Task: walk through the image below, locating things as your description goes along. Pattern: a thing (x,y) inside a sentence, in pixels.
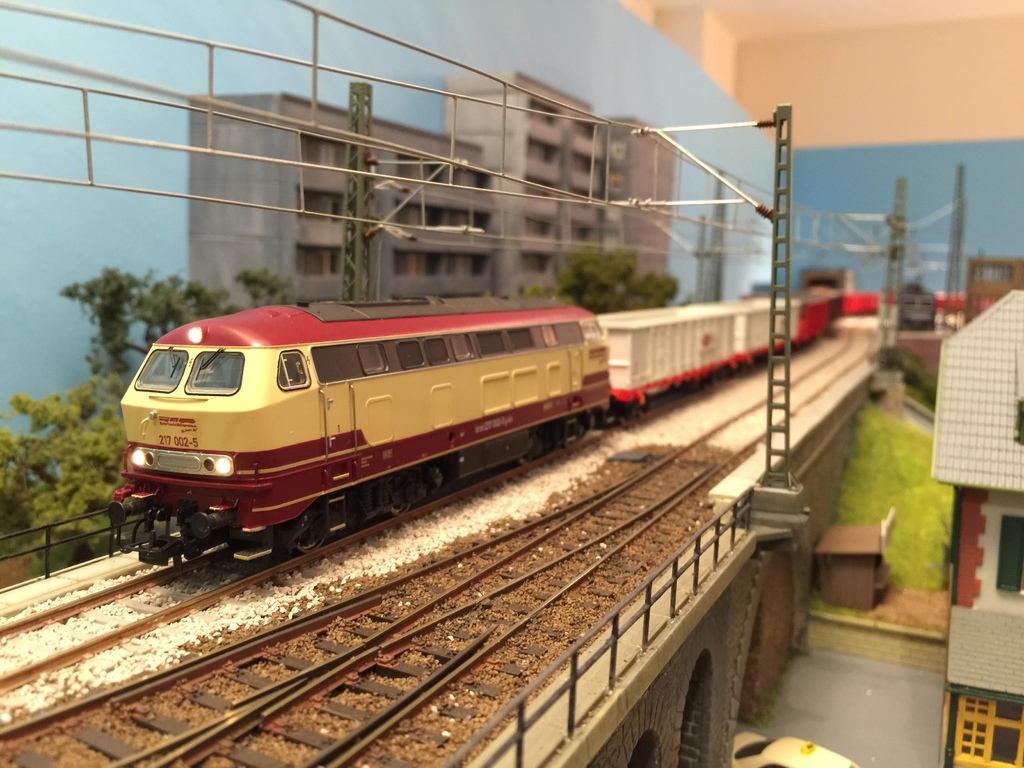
In this picture we can see the toys (947,656). On the right corner (998,404) we can see the house (977,556) and a vehicle (787,765) and some other objects (883,540). On the left (253,383) we can see a train (390,397) seems to be running on the railway track (12,681). In the background (159,287) we can see the trees (581,263), buildings (592,231), metal rods (791,162), cables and the sky (931,162) and many other objects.
